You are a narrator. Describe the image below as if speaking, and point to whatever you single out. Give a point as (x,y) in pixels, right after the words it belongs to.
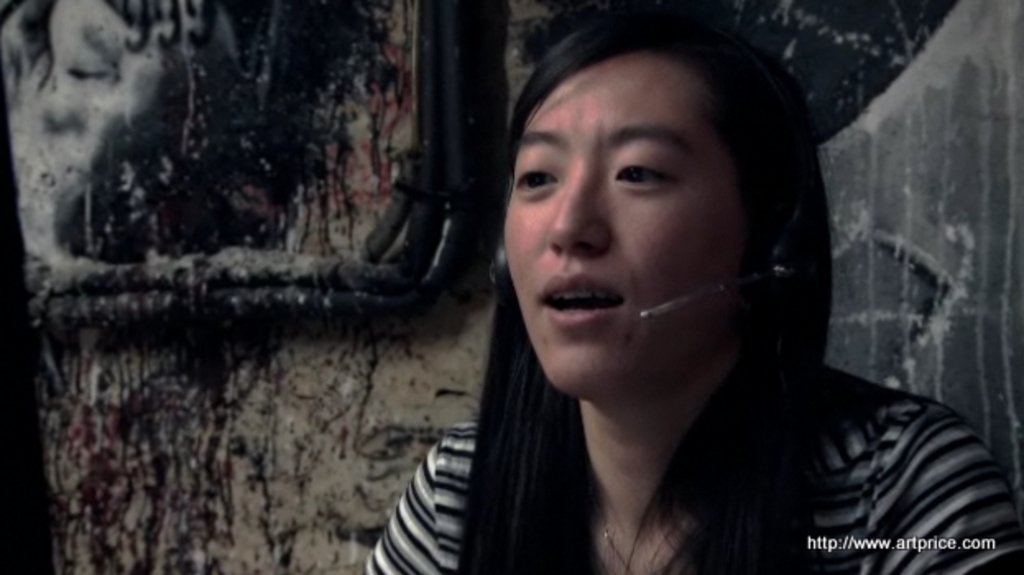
In this image, we can see a woman (835,484) is talking and wearing headsets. Background (433,95) we can see wall (399,124), pipes (379,233) and some painting (308,127) on the wall (165,222). Right side (970,538) bottom corner, there is a watermark (866,544) in the image.
